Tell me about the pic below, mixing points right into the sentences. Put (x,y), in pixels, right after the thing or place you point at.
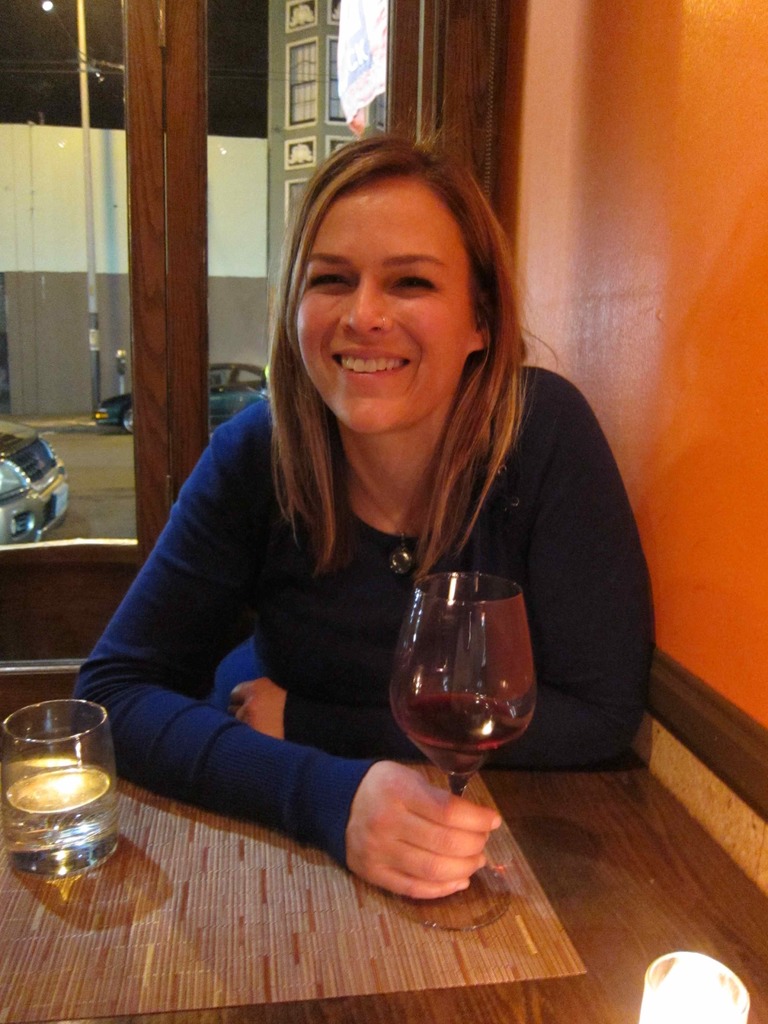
This picture shows a woman (468,502) seated on the chair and holding a wine glass (421,701) in her hand (368,859) and we see a glass (48,717) on the table (579,884).
